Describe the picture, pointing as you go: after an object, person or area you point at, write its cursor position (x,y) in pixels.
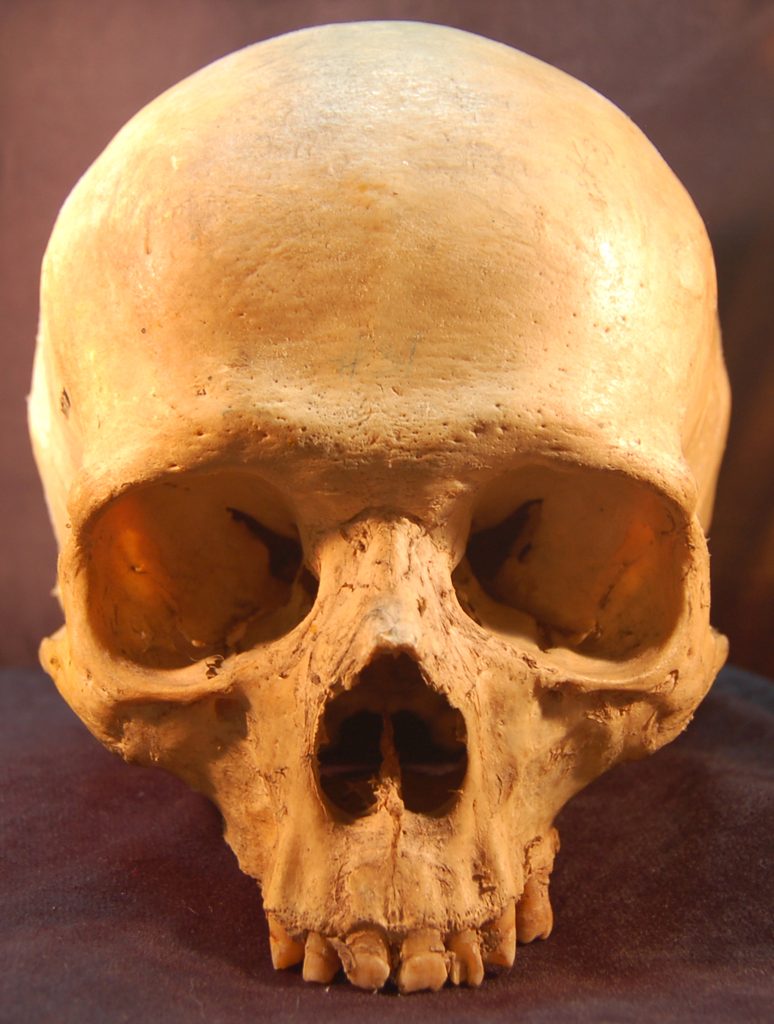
This is a zoomed in picture. In the center (497,539) we can see the skull (489,697) of a person (460,804) placed on an object (702,714). In the background (676,47) we can see an object (25,146) which seems to be the wall (10,582).
